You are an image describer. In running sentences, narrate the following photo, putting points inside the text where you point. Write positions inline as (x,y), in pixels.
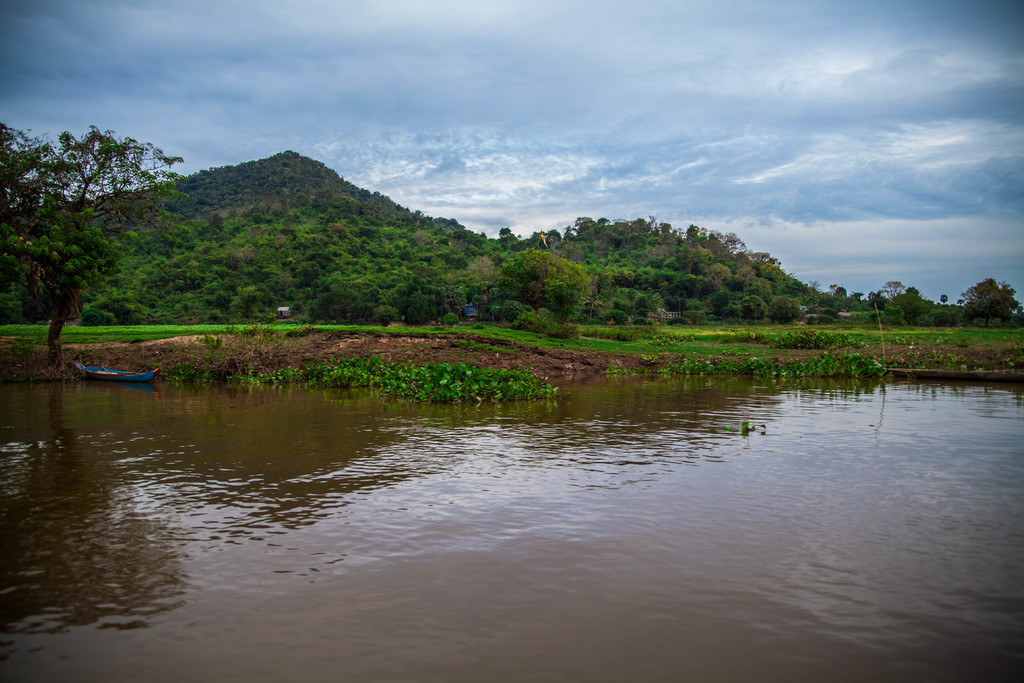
There is a river (246,489) and a small boat (107,380) beside the river (165,494) and in front of the boat (129,374) there is a lot of grass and many trees (447,309) and behind the trees (40,166) there is a big mountain (310,178).
